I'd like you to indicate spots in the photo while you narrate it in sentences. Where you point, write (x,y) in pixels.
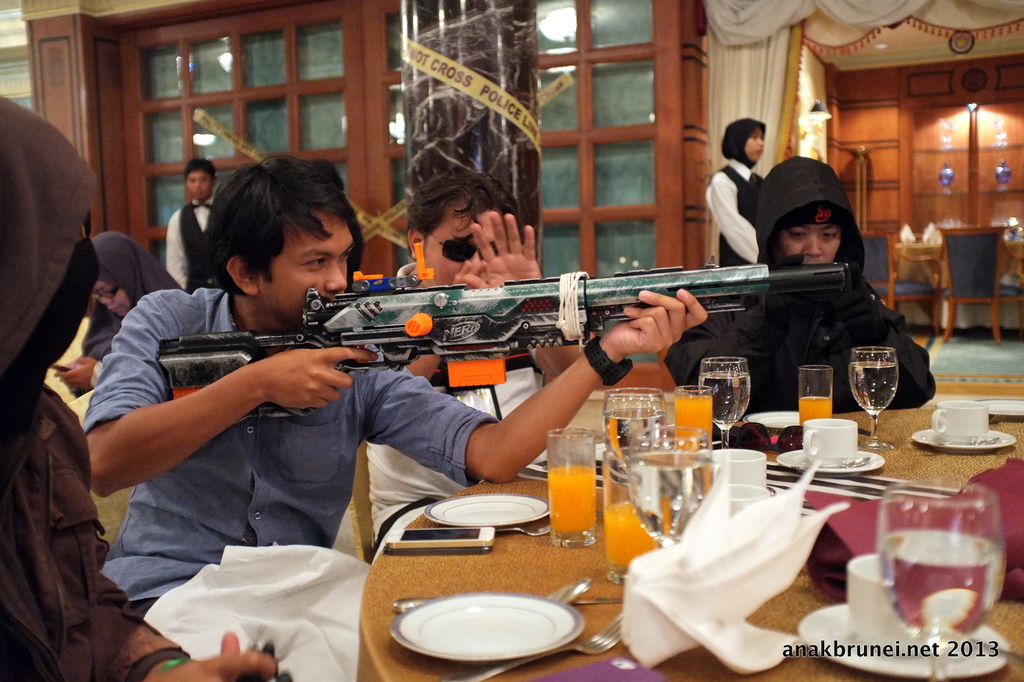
In this picture we can see some people (759,356) sitting on chairs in front of a table (483,565), there are some plates (491,625), glasses (710,436), cups (837,455), saucers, tissue papers (739,574), forks (612,636) and spoons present on the table (895,462), in the background (751,182) there is a person (756,199) standing, we can see chairs (944,243) on the right side (980,249), there is a curtain (791,37) here, this man (307,391) is holding a gun (400,326).
